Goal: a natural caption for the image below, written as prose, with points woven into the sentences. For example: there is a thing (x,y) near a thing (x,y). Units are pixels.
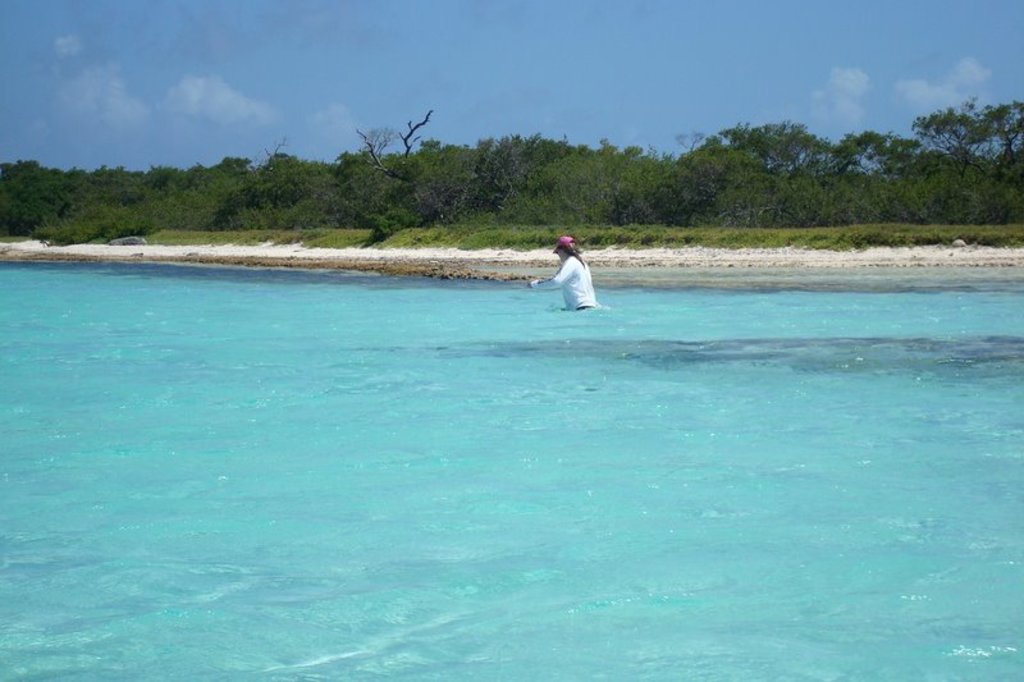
At the bottom of this image (529,461) I can see the water (712,478) and there is a person (572,284) in the water (538,366). In the background (589,174) there are many trees (403,174). At the top of the image (305,54) I can see the sky (289,79) and clouds (180,100).
